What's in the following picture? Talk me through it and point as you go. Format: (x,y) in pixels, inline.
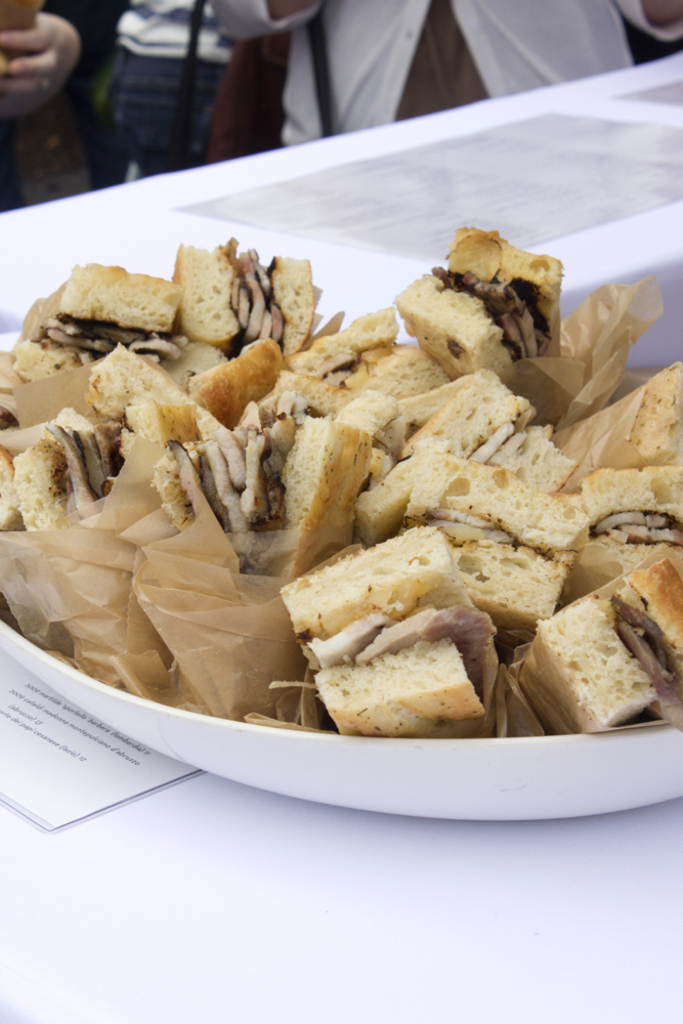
In the center of the image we can see one table (526,906). On the table (125,865), we can see one plate (196,702), papers (104,726) and a few other objects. In the plate (612,777), we can see some paper wrappers (624,417) and some food items (371,463). In the background (169,14) we can see a few people (505,25) and a few other objects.
